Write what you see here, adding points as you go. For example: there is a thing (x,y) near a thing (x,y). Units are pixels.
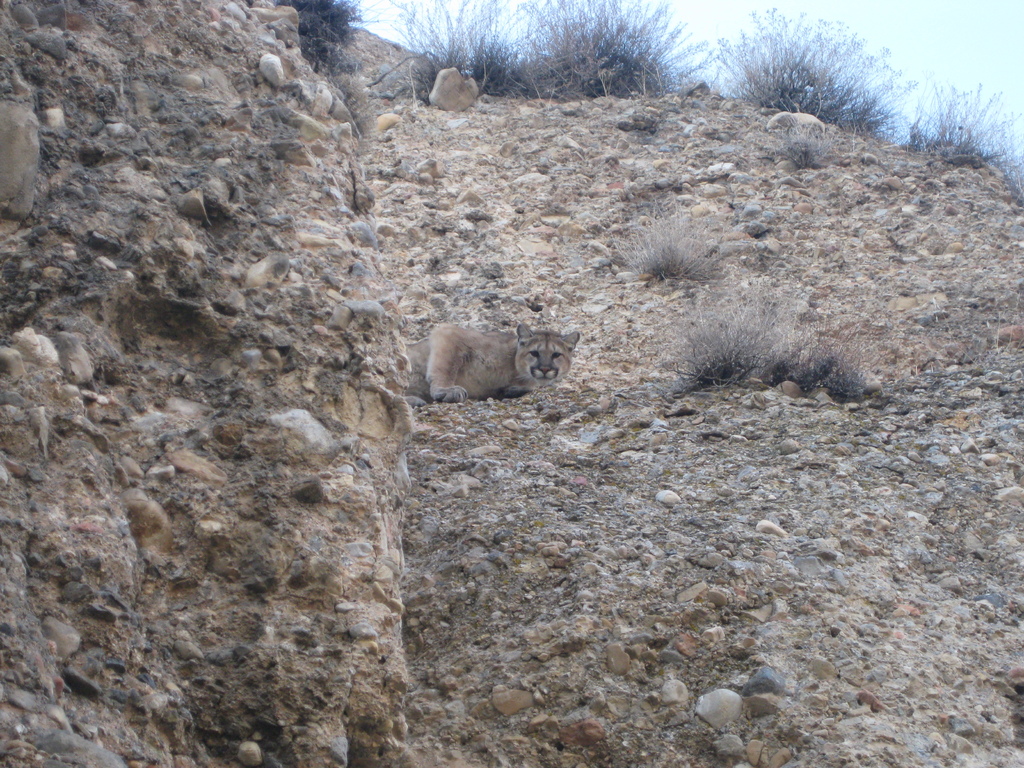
In the image there is a cougar (472,354) hiding behind a rock (210,389) on the hill (646,281) with dried plants (552,70) above it, in the back (868,85) its sky (879,15).
